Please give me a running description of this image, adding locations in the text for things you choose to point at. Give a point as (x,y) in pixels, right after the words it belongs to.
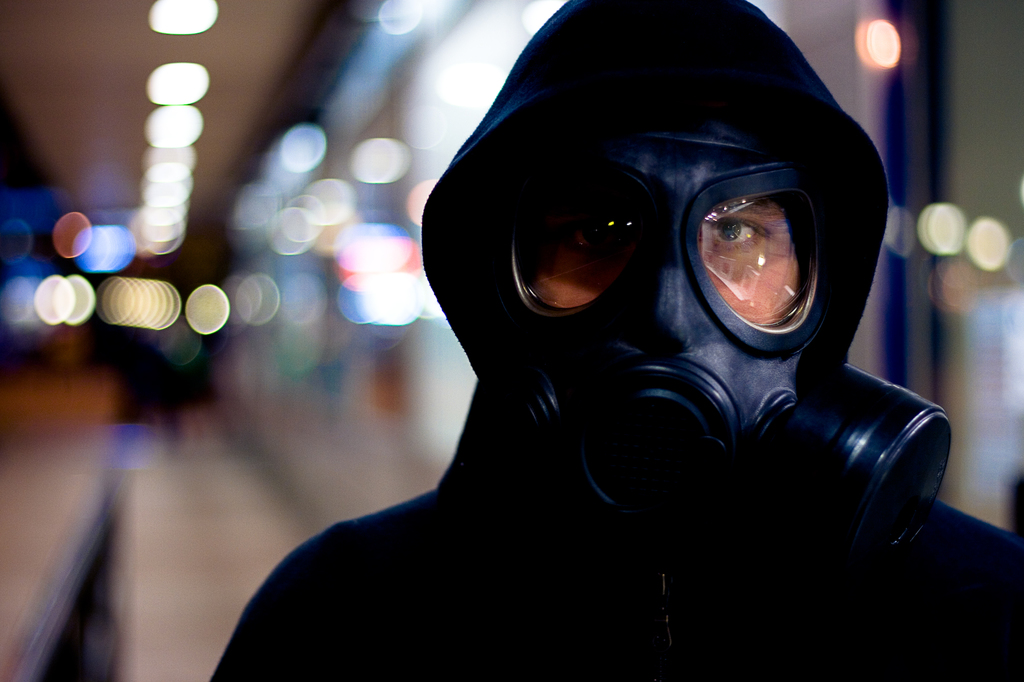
In this picture we can see the person (660,424) wearing a mask (777,451), behind we can see light focus (224,299).
